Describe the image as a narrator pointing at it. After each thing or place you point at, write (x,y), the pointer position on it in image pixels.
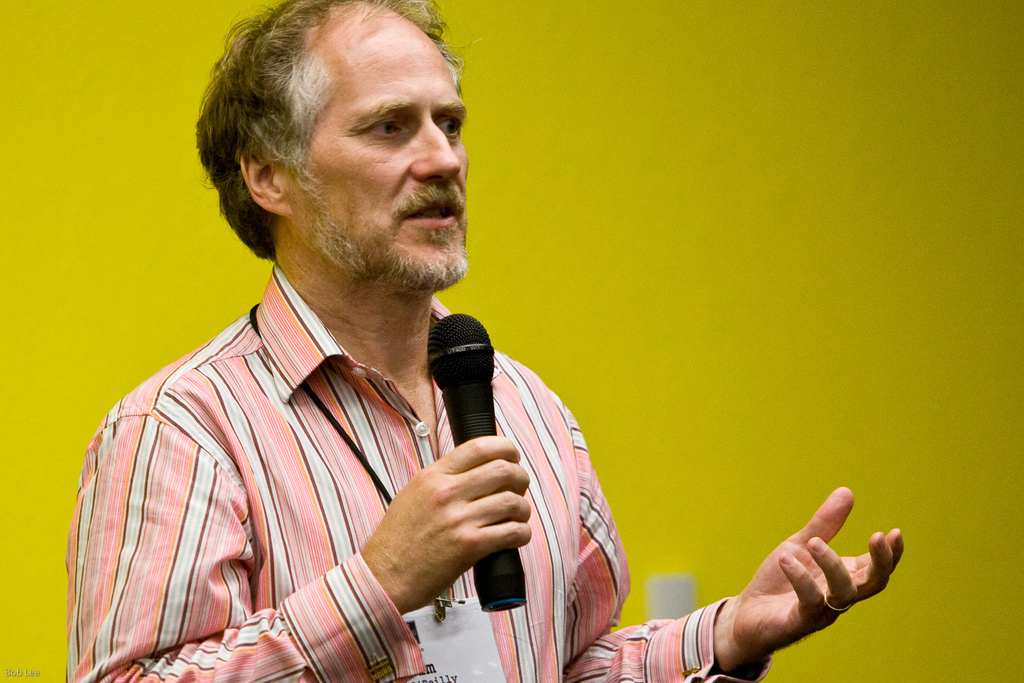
As we can see in the image there is a yellow color wall (738,264) and a man (386,371) holding mic (462,329).
